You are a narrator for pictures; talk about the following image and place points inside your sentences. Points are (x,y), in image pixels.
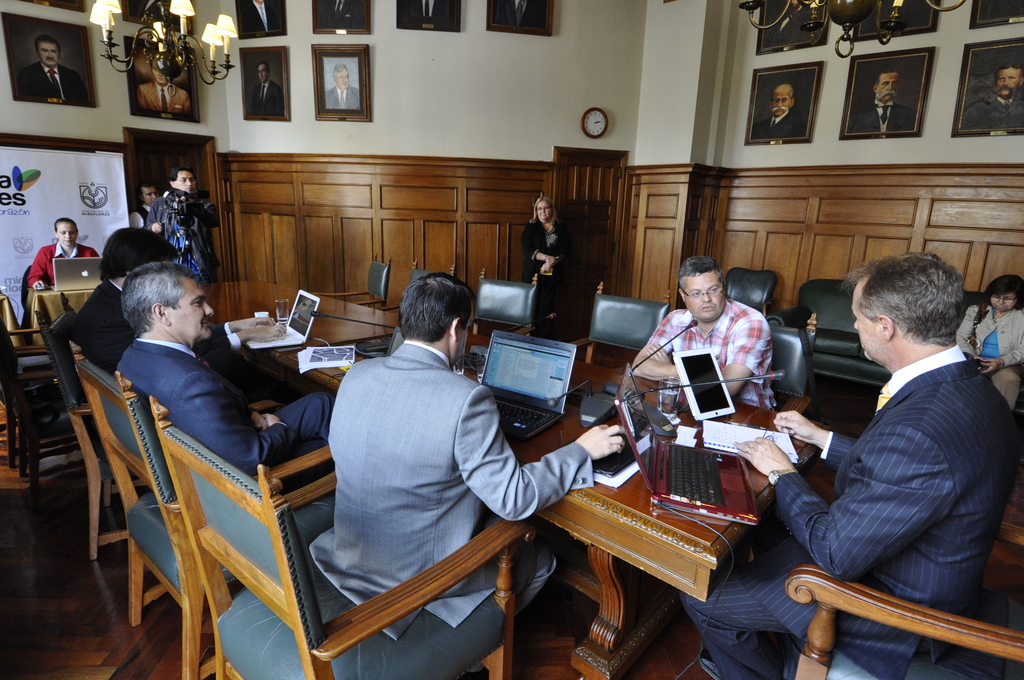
In the foreground (238,410) we can see four persons (872,555) sitting on a wooden chair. They are wearing a suit (98,292). Here we can see a man (734,330) sitting on a chair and he is wearing a shirt (722,361). Here we can see the wooden table (704,550). Here we can see the laptops (540,376) and microphones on the table (732,421). Here we can see a woman (1002,348) sitting on the sofa (976,298) and she is on the right side (976,301). Here we can see a woman (528,233) standing on the floor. Here we can see a woman (31,283) sitting on a chair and she is working on a laptop (85,281). Here we can see two men (152,198). Here we can see the clock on the wall (612,120). Here we can see the photo frames (260,10) on the wall (830,43).
